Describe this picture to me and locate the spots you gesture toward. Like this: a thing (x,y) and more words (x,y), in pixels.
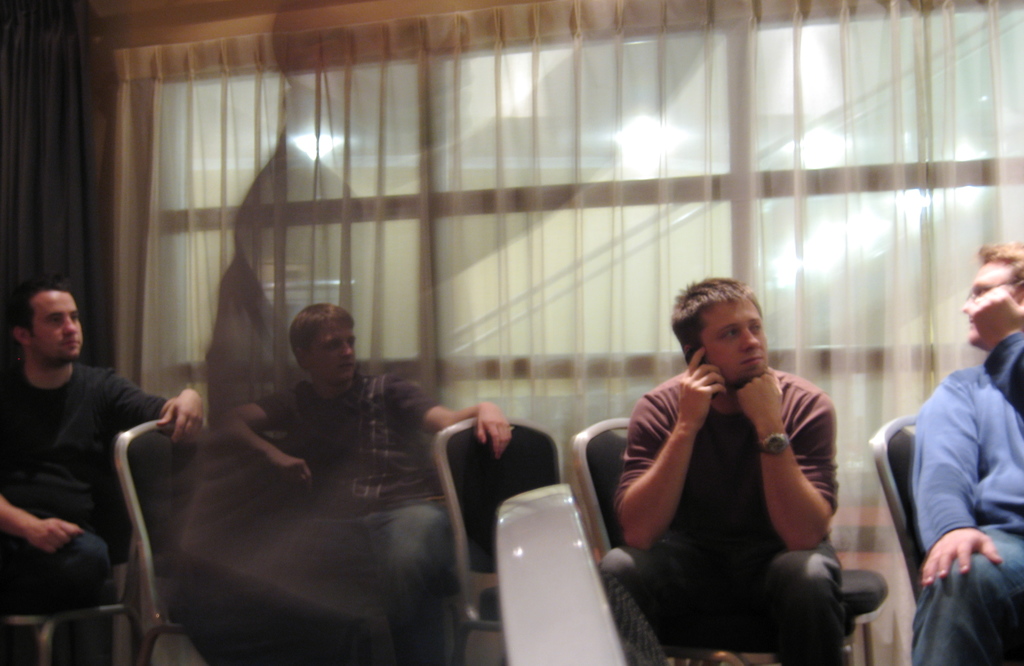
In this image there are group of persons (791,514) sitting on the chair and at the middle of the image (654,437) there is a person (718,457) wearing red color shirt (724,441) answering the phone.
